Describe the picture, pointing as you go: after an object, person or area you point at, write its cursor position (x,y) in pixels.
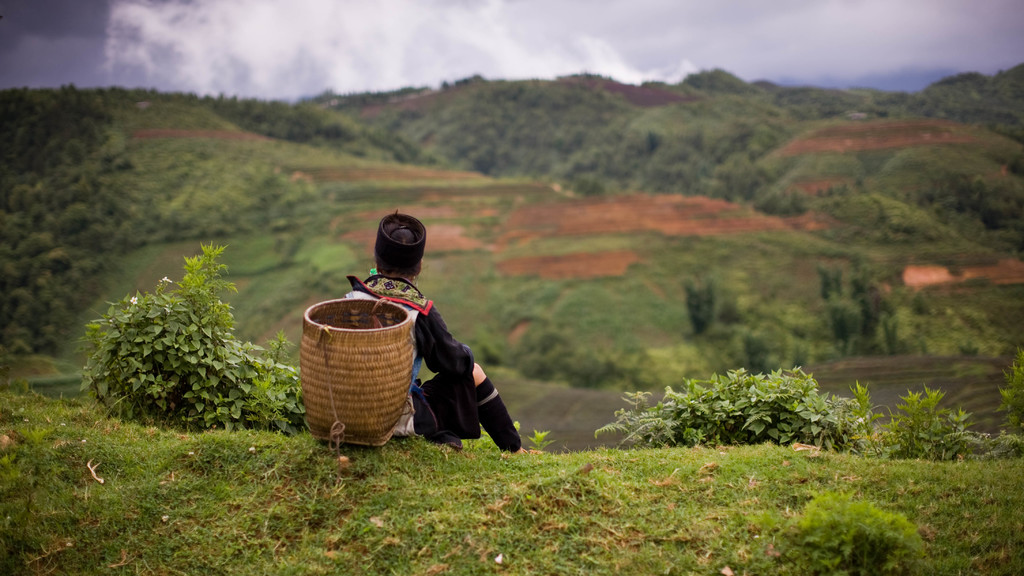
Woman (386,253) sitting on a grass (406,440) carrying a basket (396,362) which is in brown color. Women (423,332) wore hat (395,241) and black dress (446,348). Beside this woman (440,337) there are plants (193,336). Far away there are trees (387,139). The sky (605,38) is very cloudy.
